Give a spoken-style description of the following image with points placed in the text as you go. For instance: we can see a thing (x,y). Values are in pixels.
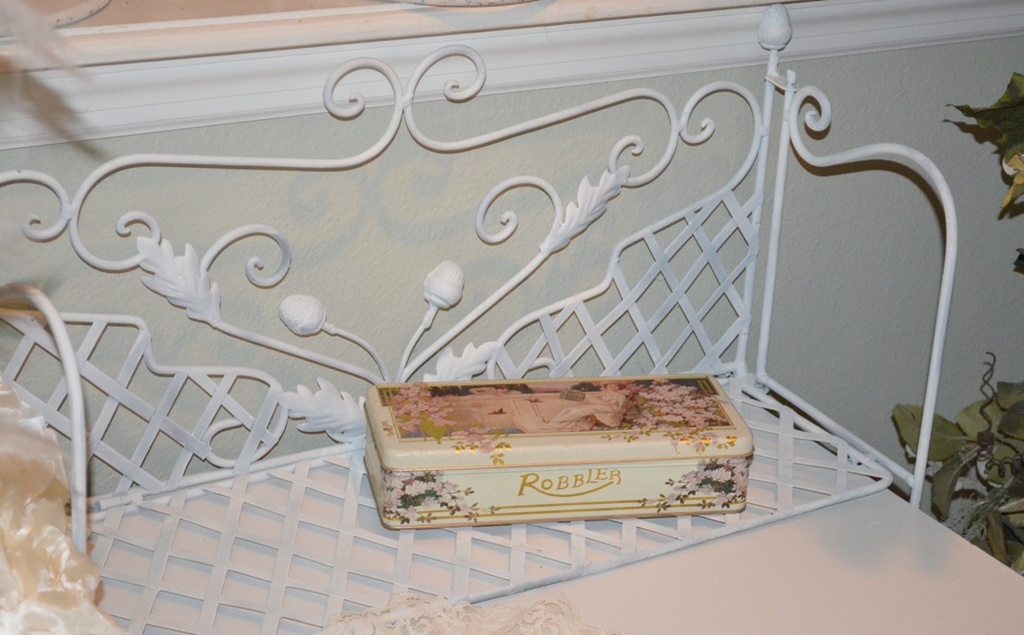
In this image I can see a cream color box (577,456) on the iron rack (583,553). I can see a green color wall (426,188) and plants (1021,73).
